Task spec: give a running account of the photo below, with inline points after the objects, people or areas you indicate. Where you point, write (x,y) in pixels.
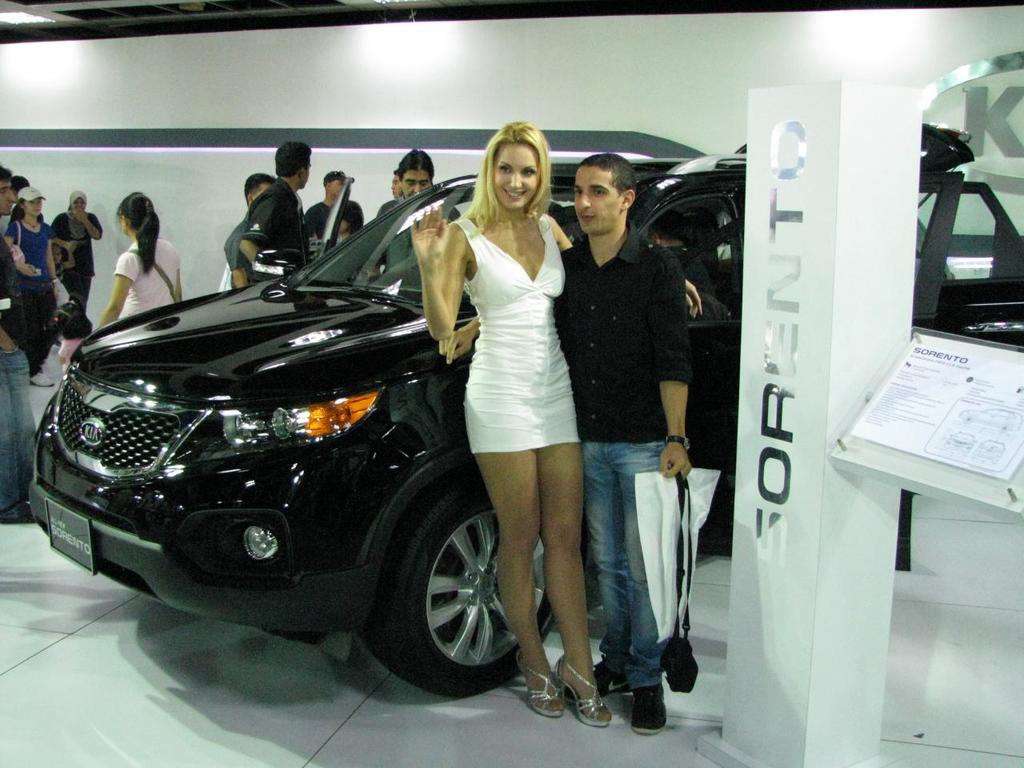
In this image there is a car (949,325). Beside the car (438,190) there are a few people (6,370) standing on the floor (225,663). On the right side of the image (839,583) there is a pillar (748,354) with some text (790,347) on it. Beside the pillar (820,292) there is a board (993,485) with some text (907,401) and drawing (962,420) on it. In the background of the image (796,13) there is a wall (376,92). On top of the image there are lights (10,14).
